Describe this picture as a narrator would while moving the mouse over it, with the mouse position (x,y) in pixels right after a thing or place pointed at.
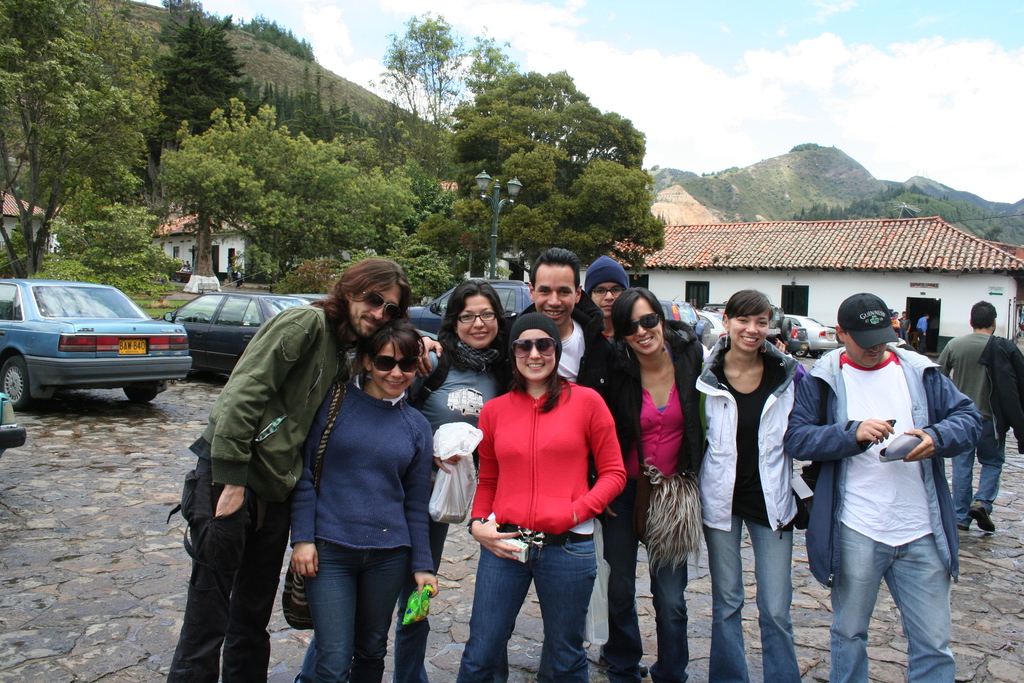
In this image there are clouds (757,63) in the sky (918,74), there are mountains (862,183), there are trees (234,213), there are houses (225,244), there are cars (188,315), there are a group of people (659,443) standing and holding an object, there is a person (978,311) walking on the right of the image (995,433).
